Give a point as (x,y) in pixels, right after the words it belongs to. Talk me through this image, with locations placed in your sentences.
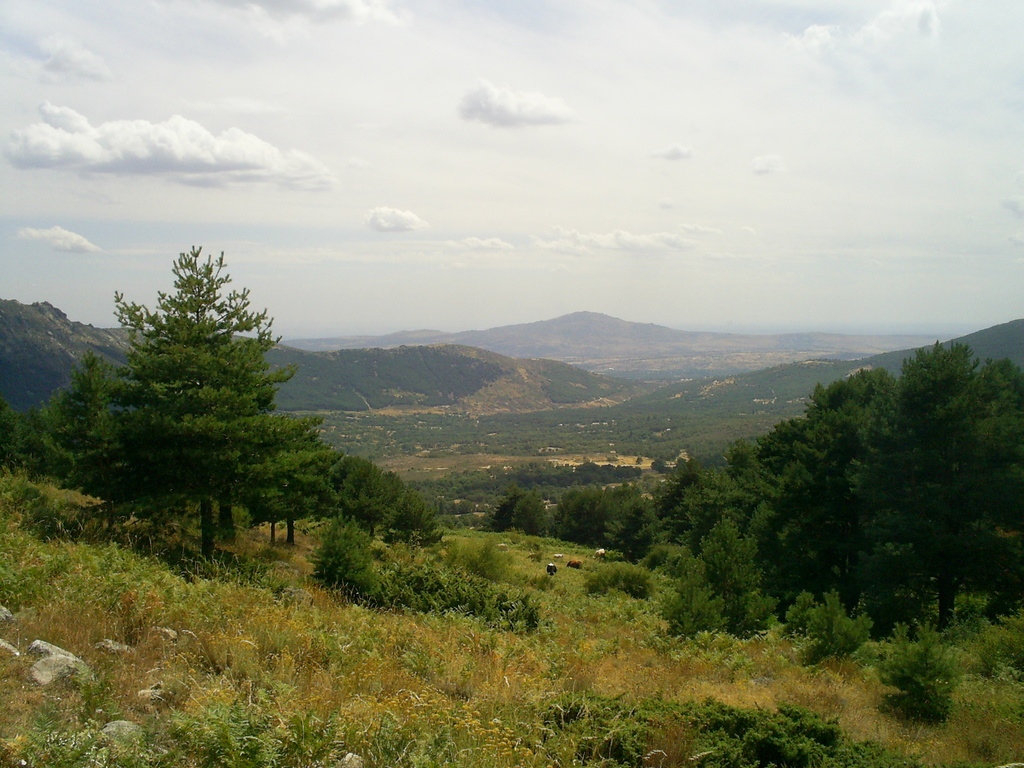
In this image we can see the mountains (804,358), some rocks (74,663) on the ground (469,671), some animals (605,550) eating grass (512,536), some trees (558,423), bushes (823,620), plants (167,572) and grass (226,682) on the ground (603,679). At the top (696,85) there is the cloudy sky (533,249).
